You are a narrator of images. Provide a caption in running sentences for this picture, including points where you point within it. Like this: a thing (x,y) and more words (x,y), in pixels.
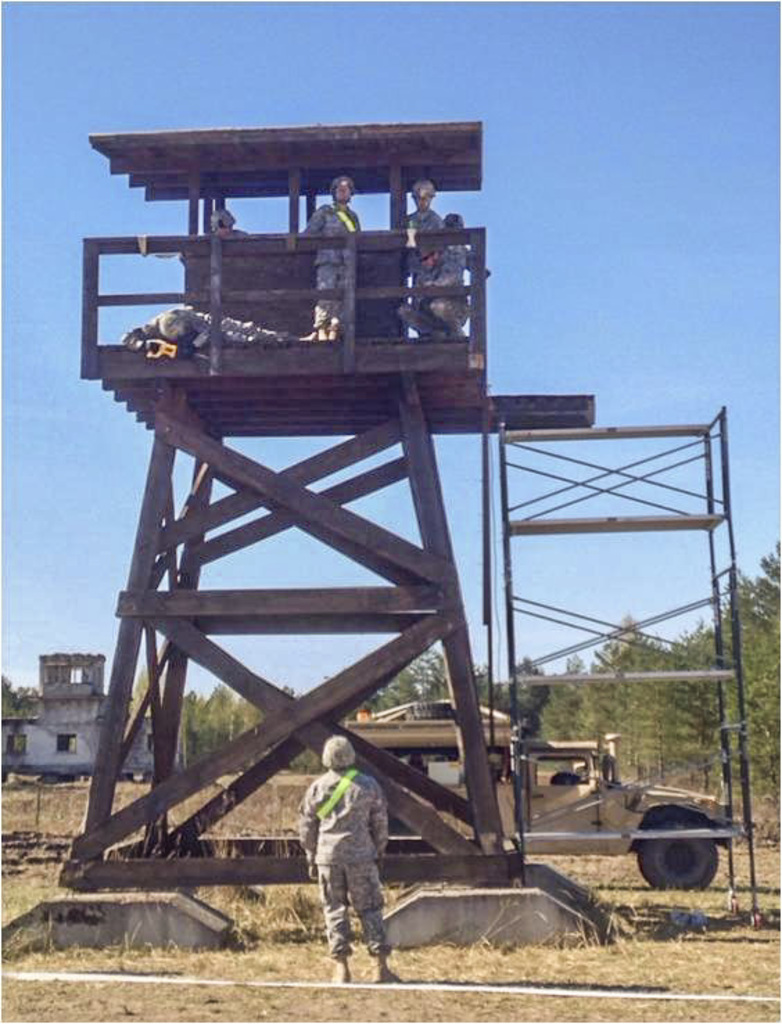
In this picture there is a soldier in the center of the image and there are people (428,322) those who are standing under a shed (298,222) at the top side of the image (440,309), there are trees (769,671) in the background area of the image (630,709), there is a jeep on the right side of the image (533,804).
